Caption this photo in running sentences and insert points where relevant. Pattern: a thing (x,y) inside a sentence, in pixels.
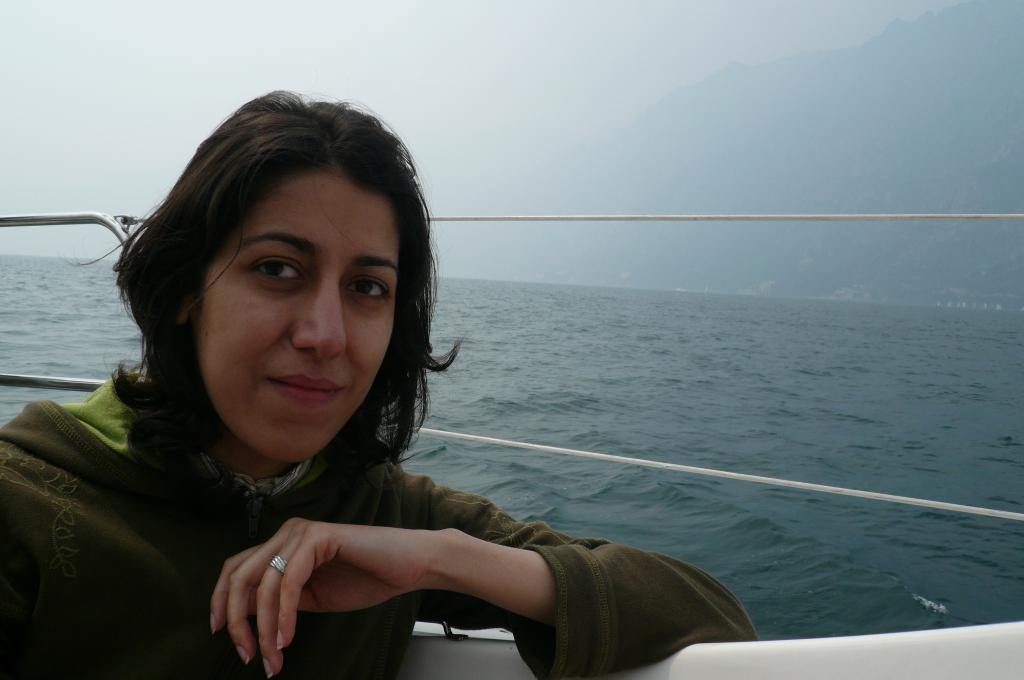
In this image we can see one person (159,496), near there is an ocean (774,411), hills (678,118) and the sky (599,57).
